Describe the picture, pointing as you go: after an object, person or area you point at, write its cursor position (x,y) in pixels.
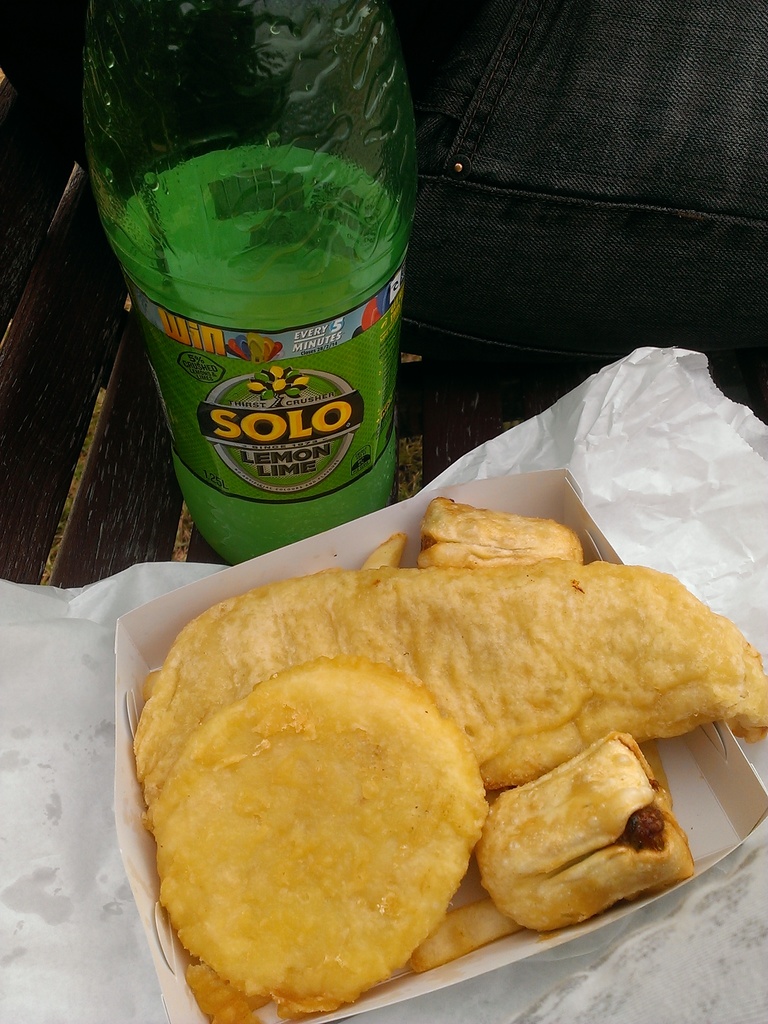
We can see green color bottle (359,333), paper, box (197,1020), food (520,603) on the bench (95,348).
